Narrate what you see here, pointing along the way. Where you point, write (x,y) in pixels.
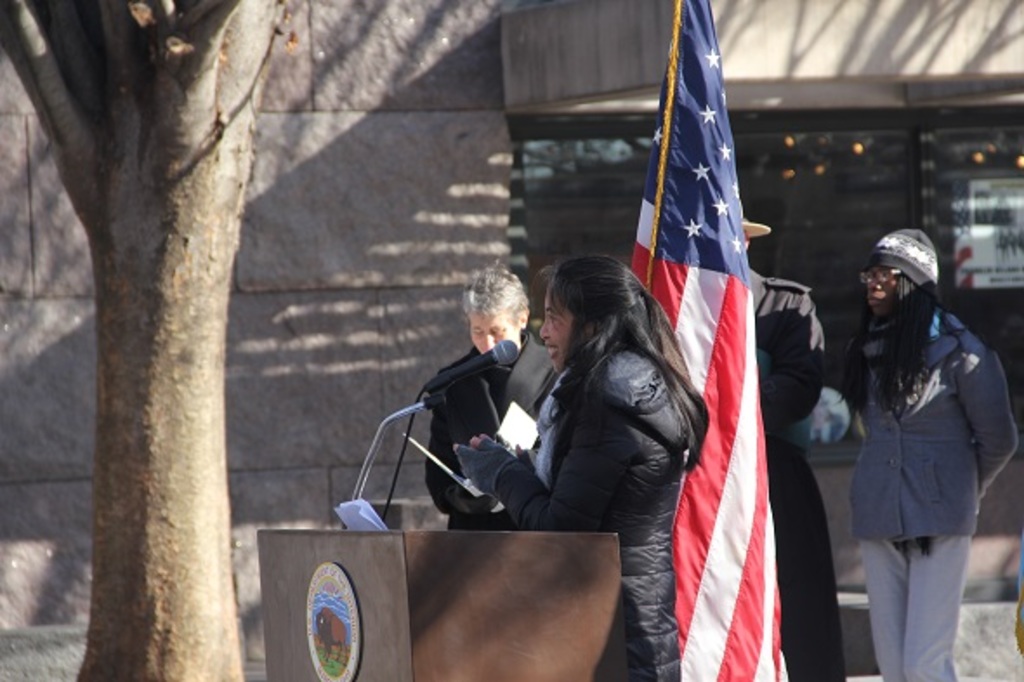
There is a person (643,329) in black color jacket (643,394), smiling and standing in front of a stand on which, there is a mic (466,366) attached to the stand (415,404). On the left side (195,500), there is a tree (168,183). In the background (725,150), there are persons (885,553) standing, there is a flag (740,255) and there is a building (924,104).
